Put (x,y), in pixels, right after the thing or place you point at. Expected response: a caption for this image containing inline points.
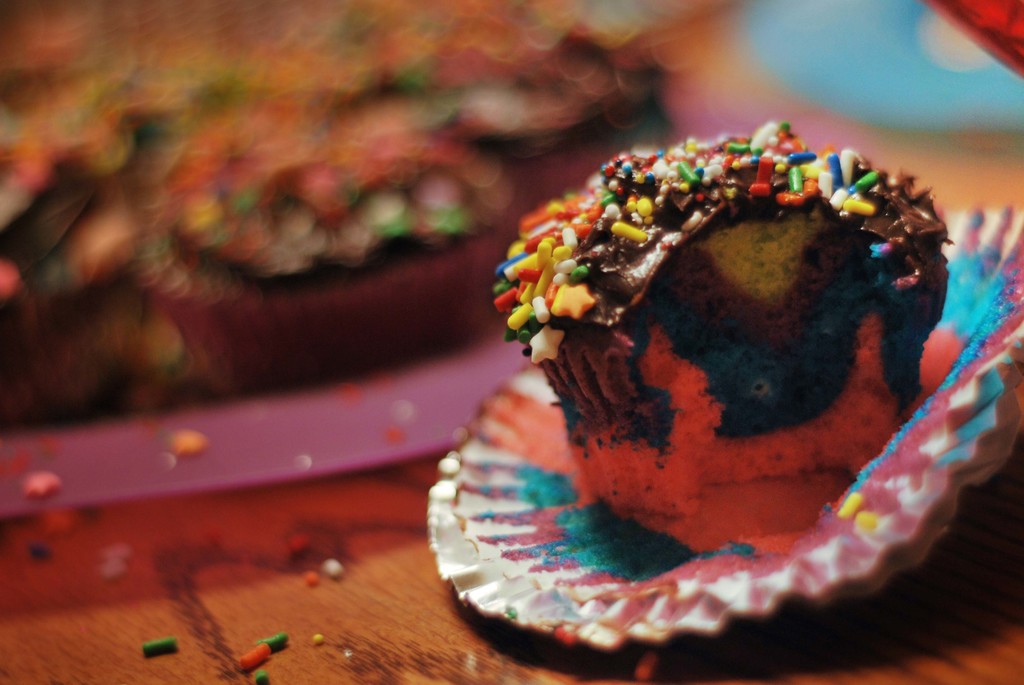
This image consists of a cupcake (672,396) kept on a table (460,624) along with a wrapper (761,562). And there are stuffing (657,157) on the cake (670,233). The background (747,84) is blurred.
